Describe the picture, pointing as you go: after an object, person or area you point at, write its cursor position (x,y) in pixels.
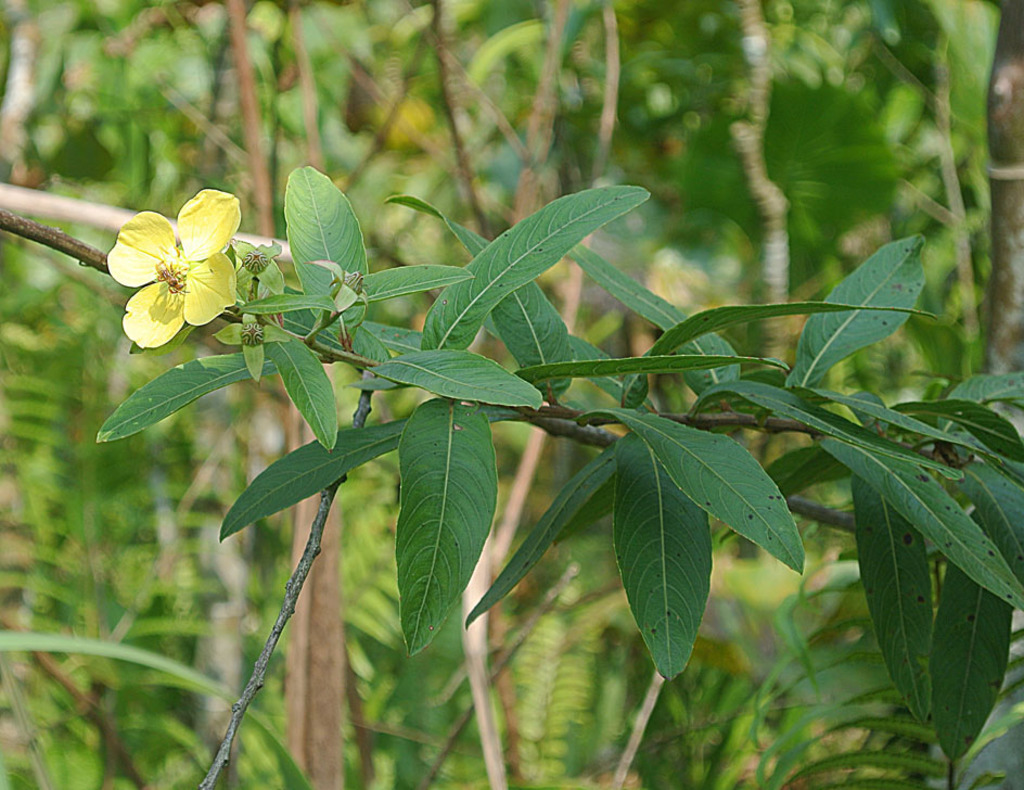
In the image we can see a flower (162,280), yellow in color and there are leaves (406,361). The background (833,175) is blurred.
